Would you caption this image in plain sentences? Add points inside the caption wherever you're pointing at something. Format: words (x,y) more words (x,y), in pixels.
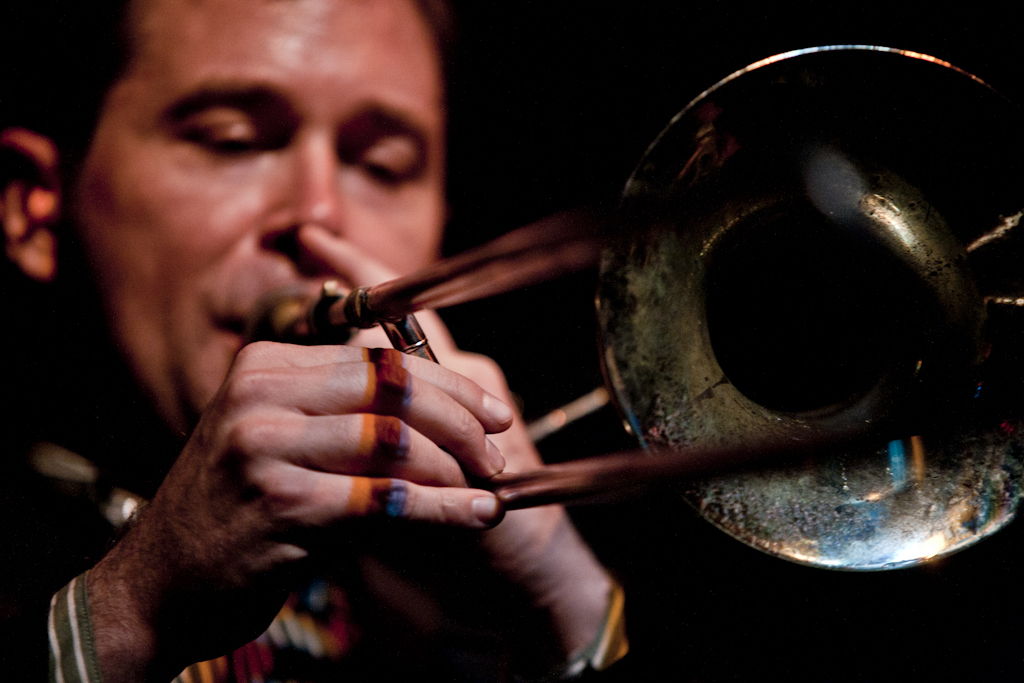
In this image, I can see the man (318,469) playing the trombone (766,372). The background (595,85) looks dark.
